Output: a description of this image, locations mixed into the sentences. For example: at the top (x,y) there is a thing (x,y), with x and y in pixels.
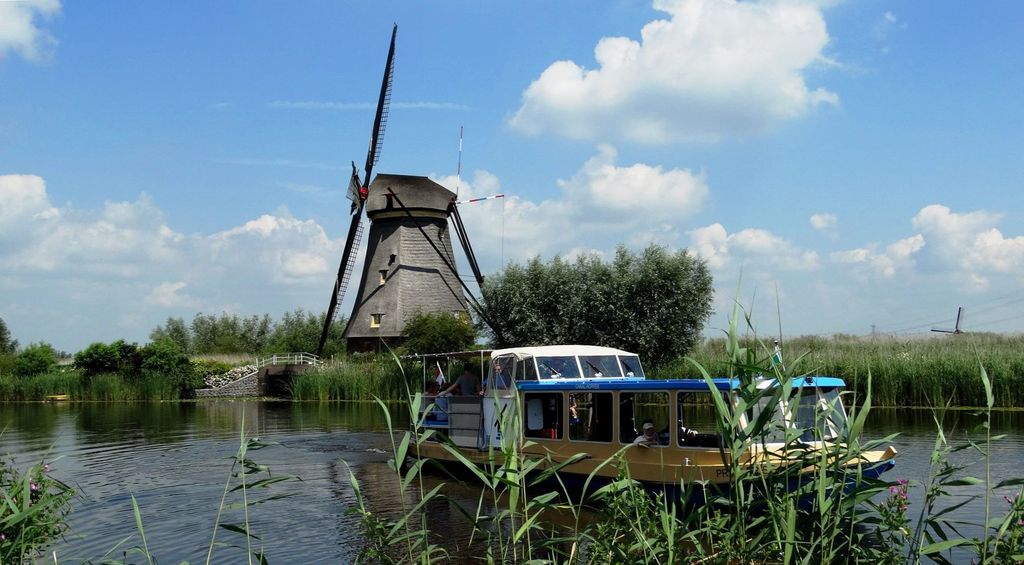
In this image there are a few plants (516,508), behind that there are a few people (657,424) sitting in a ship (619,417), which is on the river (64,466). In the background (84,339) there are trees (617,305), windmills (421,231) and the sky (797,128).
